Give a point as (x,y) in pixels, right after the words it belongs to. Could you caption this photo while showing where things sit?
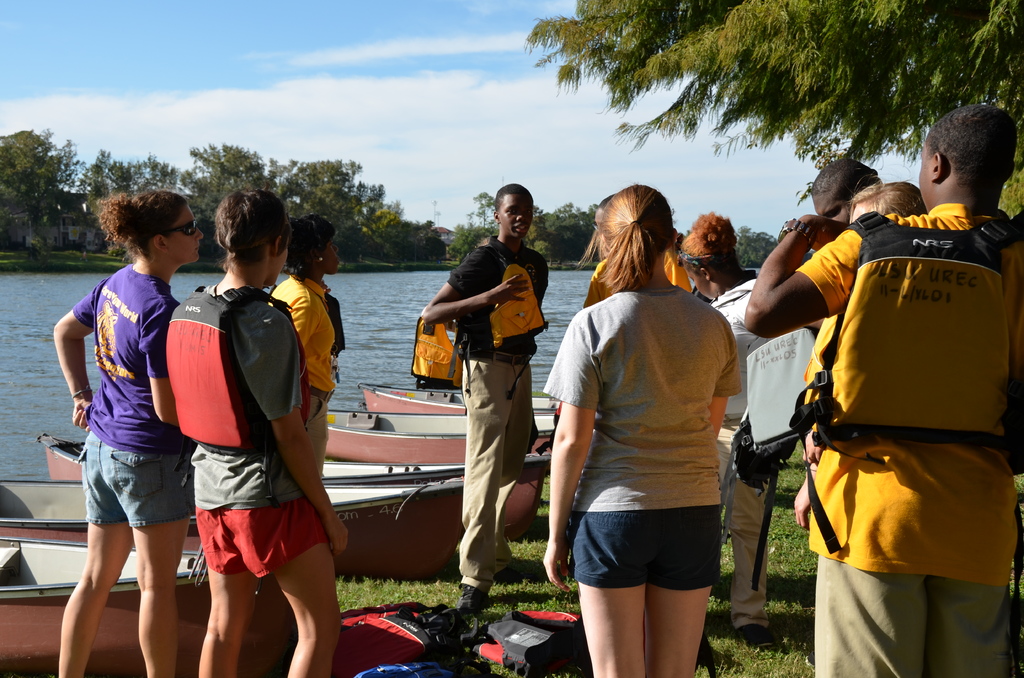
In the foreground of the picture (500,597) I can see a group of people (494,266) standing on the side of a lake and they are wearing life jackets (221,303). I can see the boats (447,411) on the side of a lake (62,276). In the background (126,170), I can see the houses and trees (389,232). There are clouds (460,99) in the sky (478,100).
